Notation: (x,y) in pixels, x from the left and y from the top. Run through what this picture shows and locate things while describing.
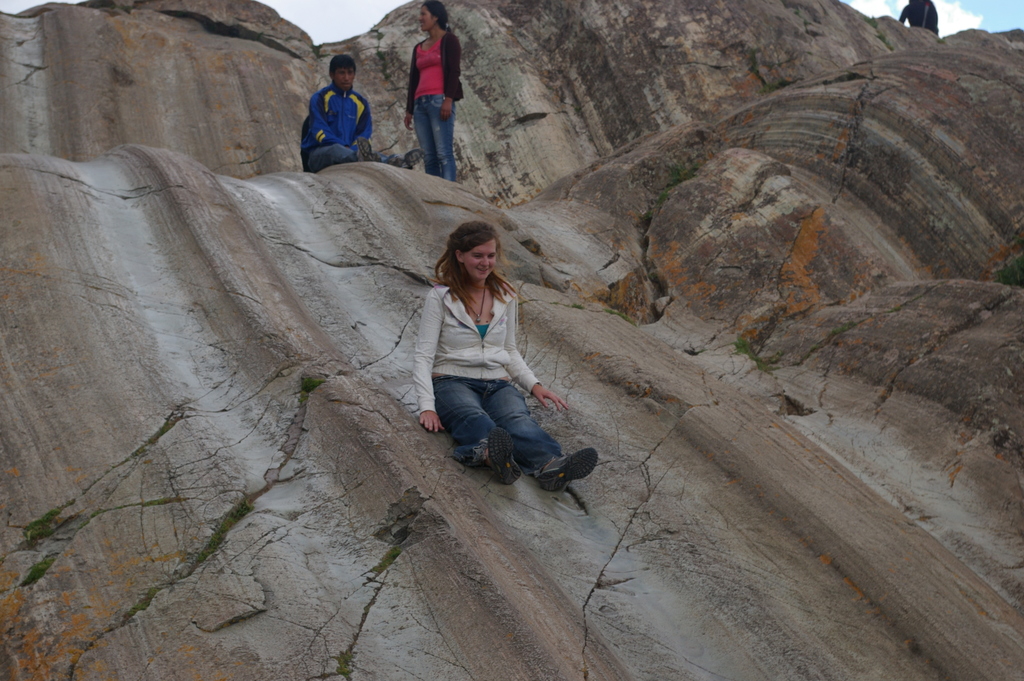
In this image we can see two persons (448,329) sitting and a person (434,96) is standing on the rock (387,151) and the sky (346,37) in the background (332,29).
